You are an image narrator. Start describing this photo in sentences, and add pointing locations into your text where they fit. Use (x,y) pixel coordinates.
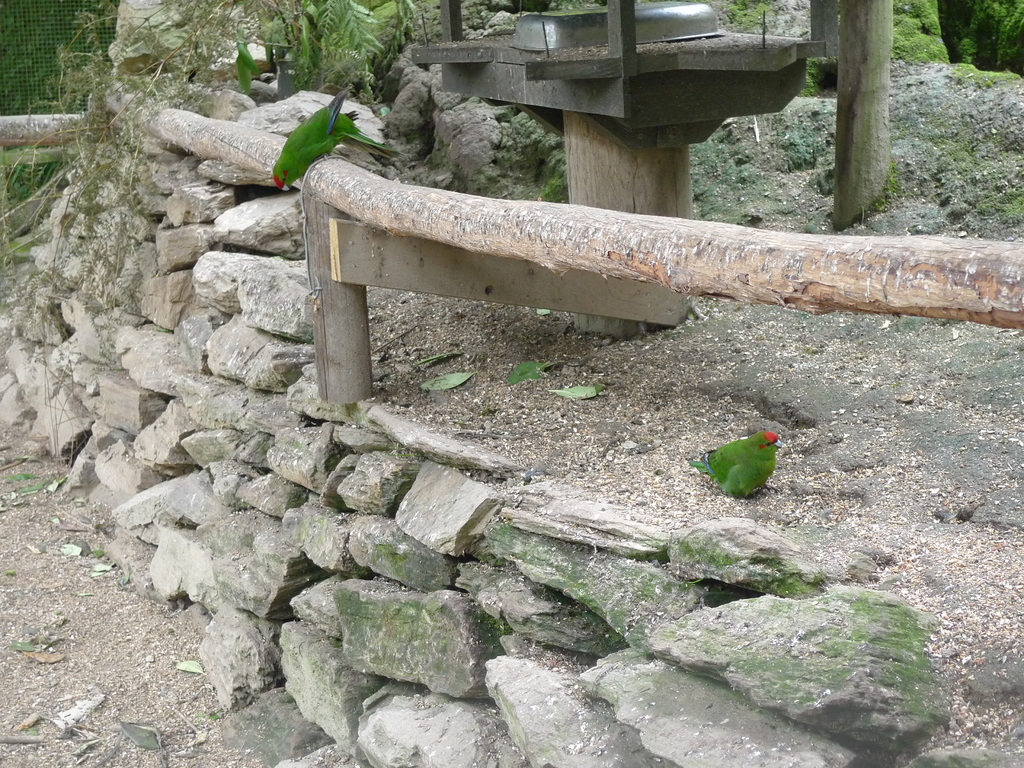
In this image we can see one parrot's house (621,145), around that house (588,98) stone wall (228,448) is there. One net (31,46) is there. One plate (564,30) is there for feeding the parrots (310,145) and some trees (330,38) are there. There are two parrots (287,180), one (713,472) is on the surface (771,496) and another one (311,158) is on the stick (313,186). Some leaves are on the surface (67,661).
